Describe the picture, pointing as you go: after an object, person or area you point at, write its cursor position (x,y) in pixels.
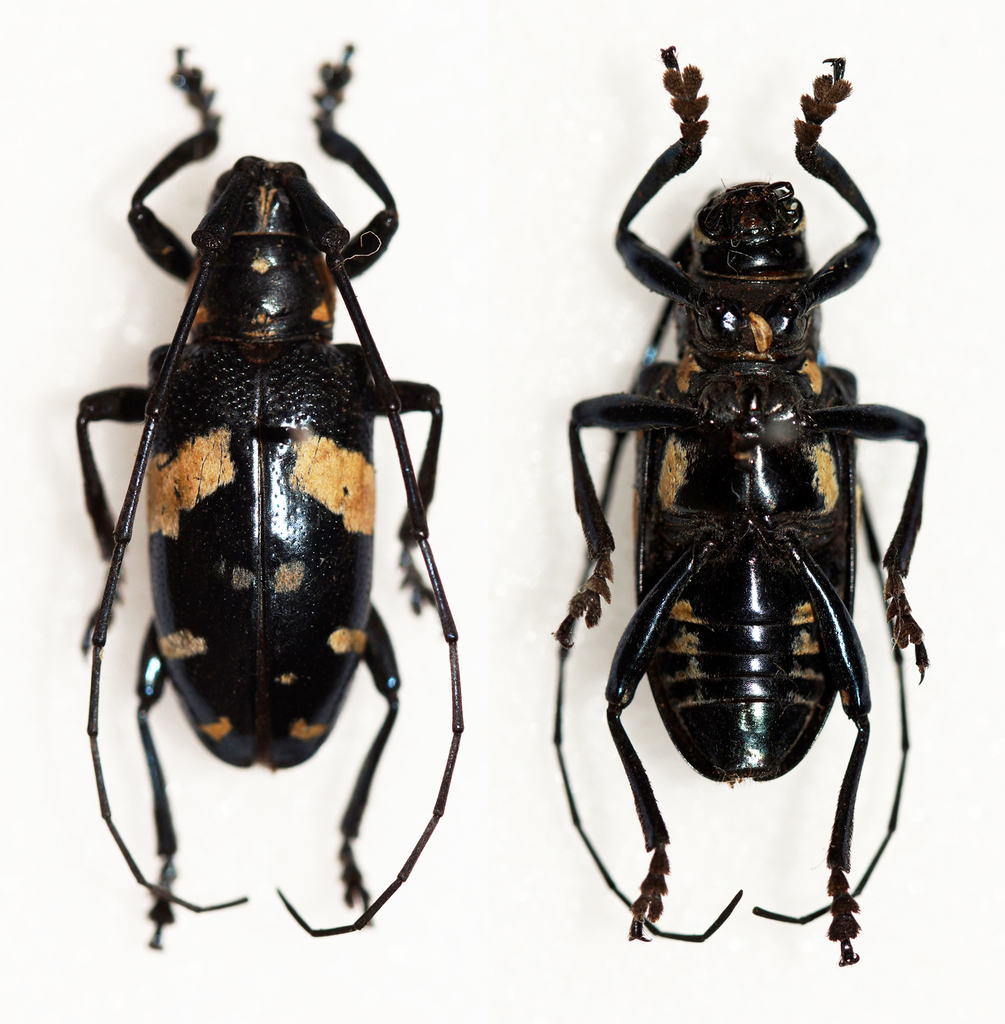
In this picture we can see insects (824,415) on a white surface (862,954).
